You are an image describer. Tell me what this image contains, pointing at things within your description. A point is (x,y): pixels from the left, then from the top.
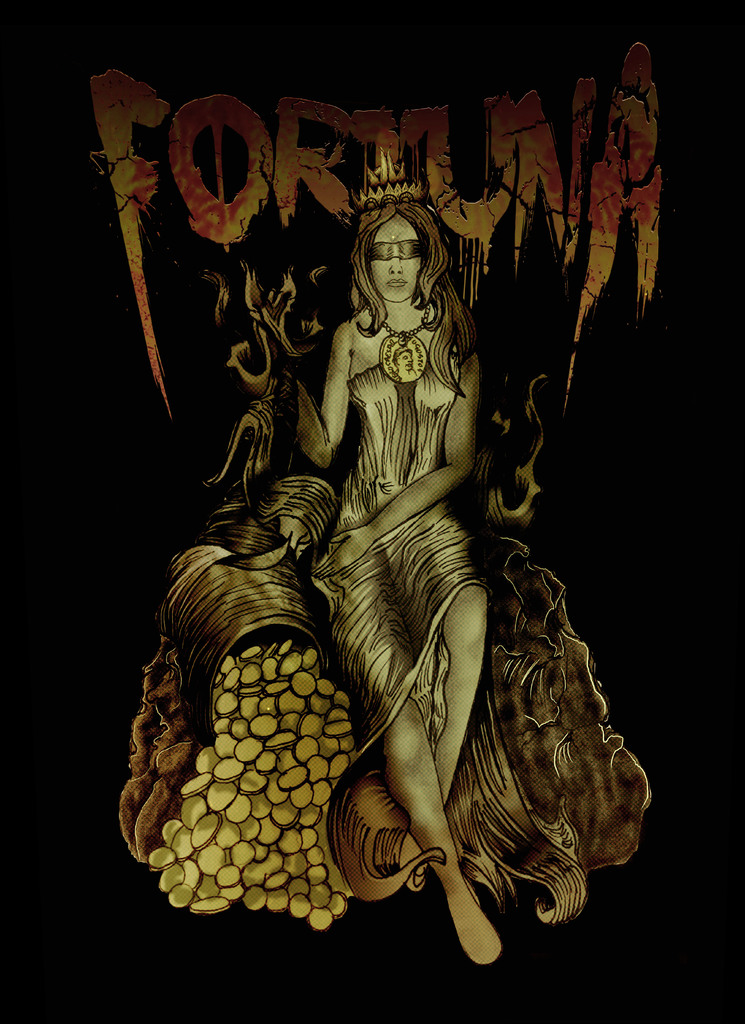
This is an illustration image. This woman (410,220) is sitting and wore crown (367,199). Something written on this illustration image. Background it is dark.
